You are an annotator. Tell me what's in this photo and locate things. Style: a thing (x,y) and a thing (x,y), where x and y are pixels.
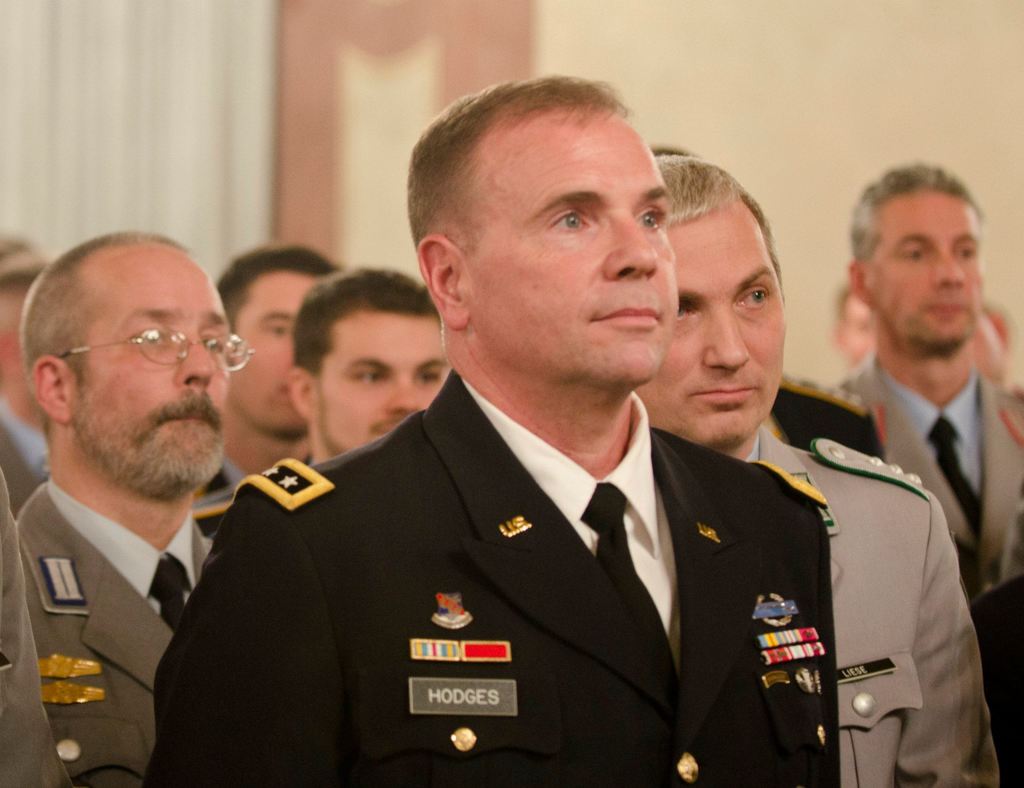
In this picture we can see group of people (394,463), on the left side of the image (132,427) we can see a man (221,419), he wore spectacles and we can see blurry background (120,136).
